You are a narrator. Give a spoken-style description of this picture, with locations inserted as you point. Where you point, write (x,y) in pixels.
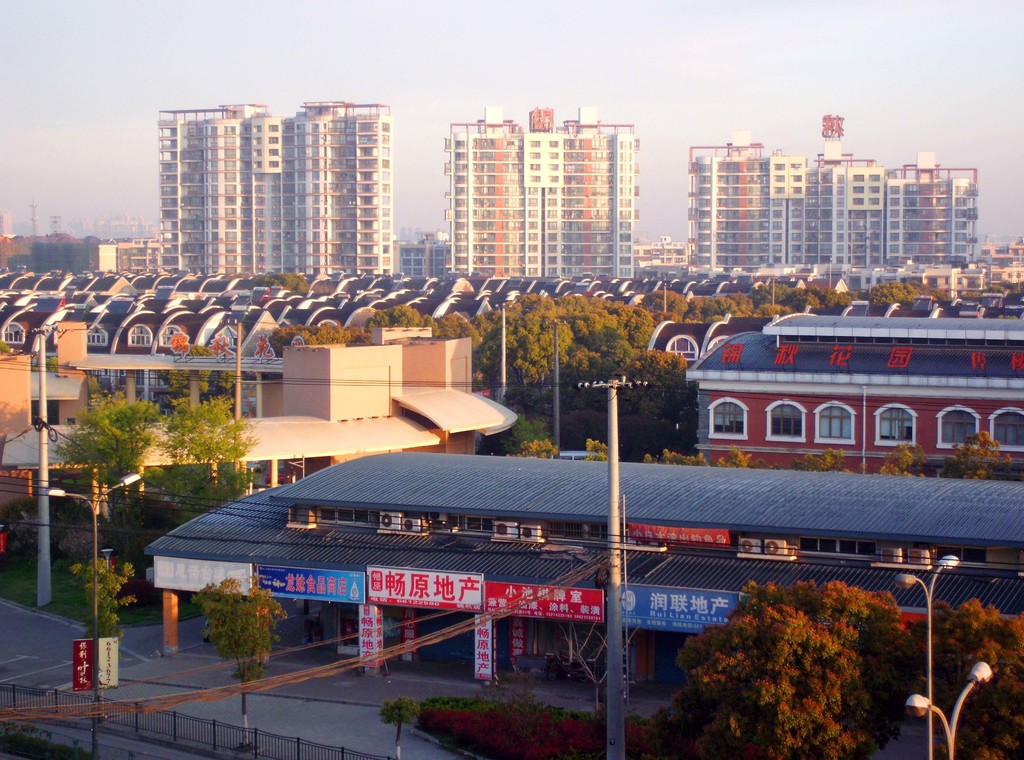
In this image I can see few light poles (971,683) and few electric poles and the railing (288,758), trees (780,675) in green color, few boards (342,589) attached to the stores (347,604). In the background (811,434) I can see few buildings (930,470) and the sky (539,52) is in white color.
